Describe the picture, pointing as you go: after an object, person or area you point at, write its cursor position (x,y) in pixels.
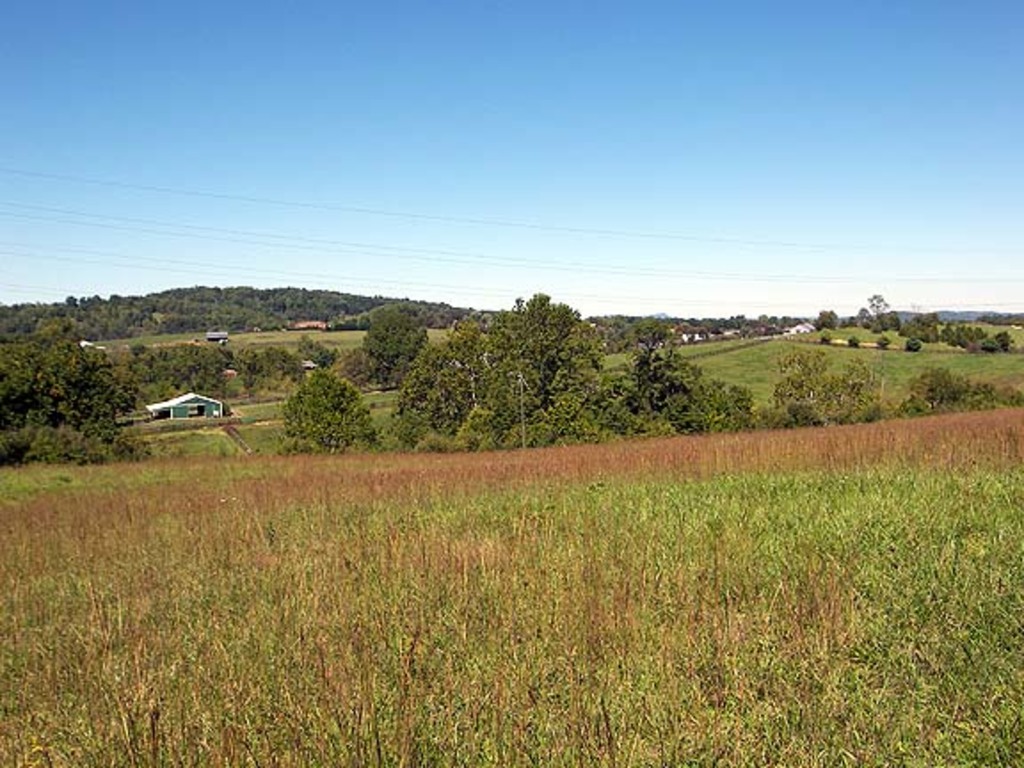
There is grassland (690,611) at the bottom side of the image (620,591) and there are trees (511,358), houses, wires (472,222) and sky (829,192) in the background area (578,221).
